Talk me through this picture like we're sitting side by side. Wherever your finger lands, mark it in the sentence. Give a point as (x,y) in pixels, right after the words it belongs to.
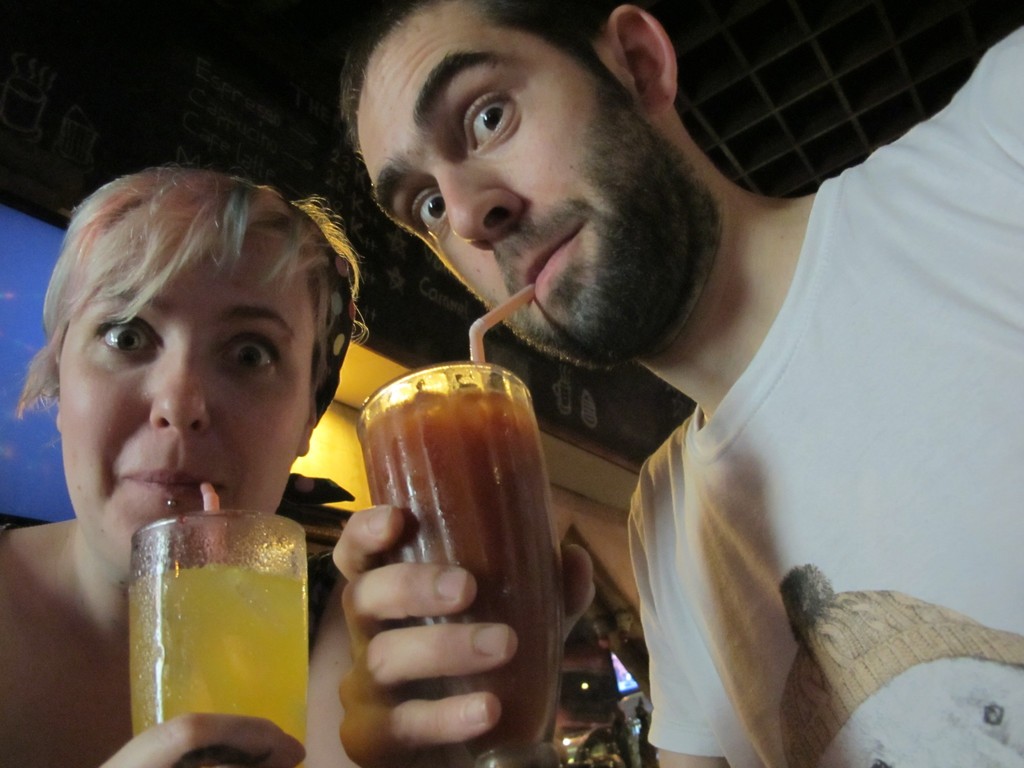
In this image there is a man (507,283) on the right side (877,463) who is drinking the juice (460,460) with the straw (479,335) and there is a woman (116,425) on the left side (102,443) who is also drinking the juice (206,587) with the straw (203,498). In the background (328,451) there is a light (319,465).
